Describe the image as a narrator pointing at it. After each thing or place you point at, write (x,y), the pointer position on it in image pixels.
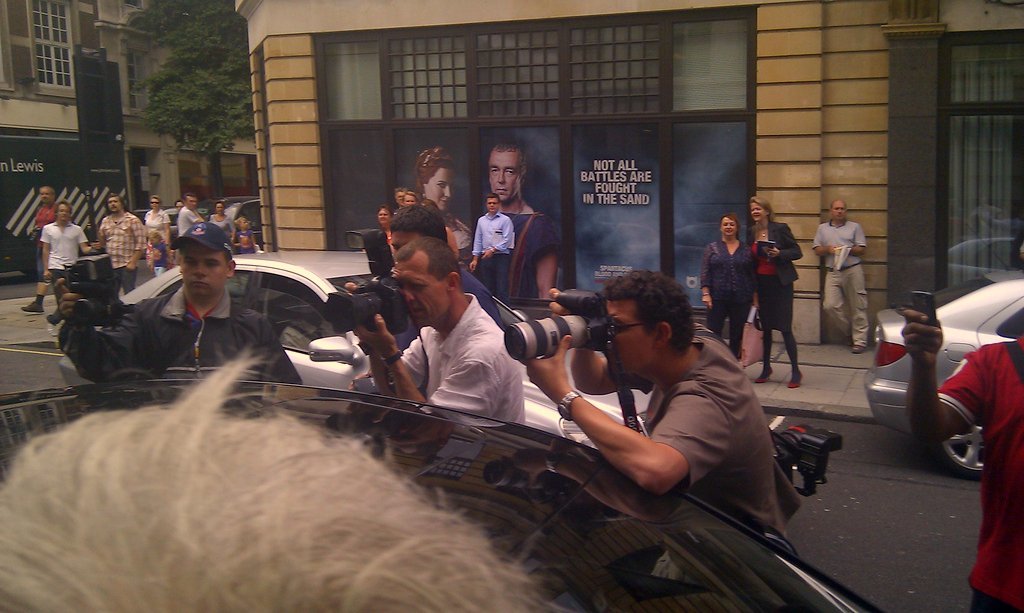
In this image, we can see three persons (455,354) in between cars (356,356) holding cameras (329,307) with their hands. There are some persons (194,214) wearing clothes (181,217) and standing in front of the building (350,151). There is a tree (226,90) in the top left of the image (231,56). There is a car (957,326) on the right side of the image (960,327).
